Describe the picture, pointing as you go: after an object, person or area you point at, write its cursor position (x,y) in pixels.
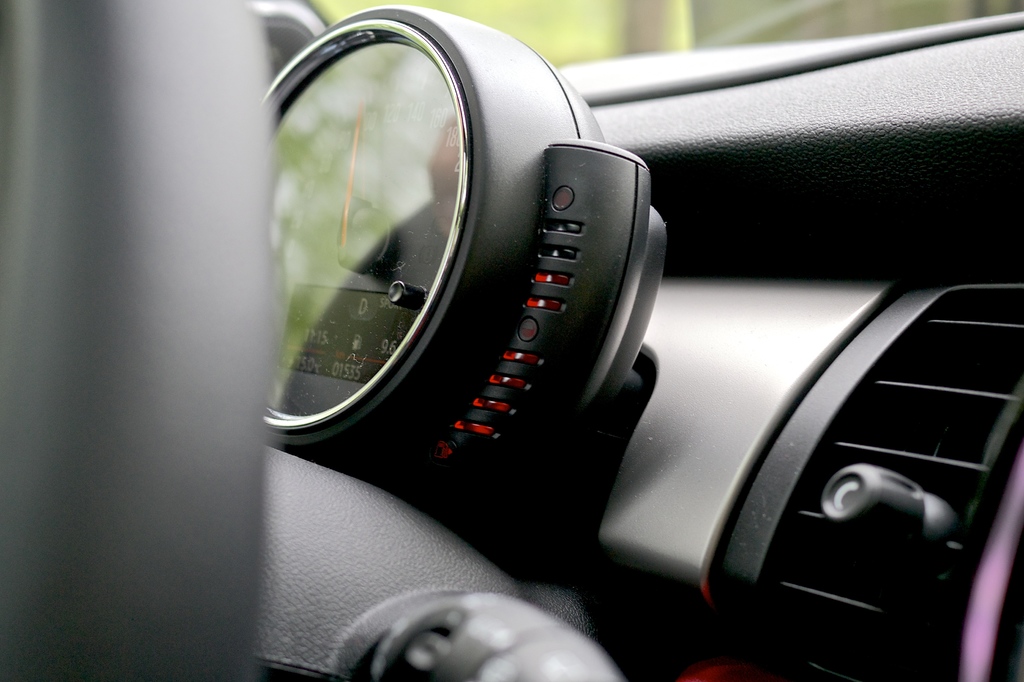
This image is inside view of a car (818,262).
